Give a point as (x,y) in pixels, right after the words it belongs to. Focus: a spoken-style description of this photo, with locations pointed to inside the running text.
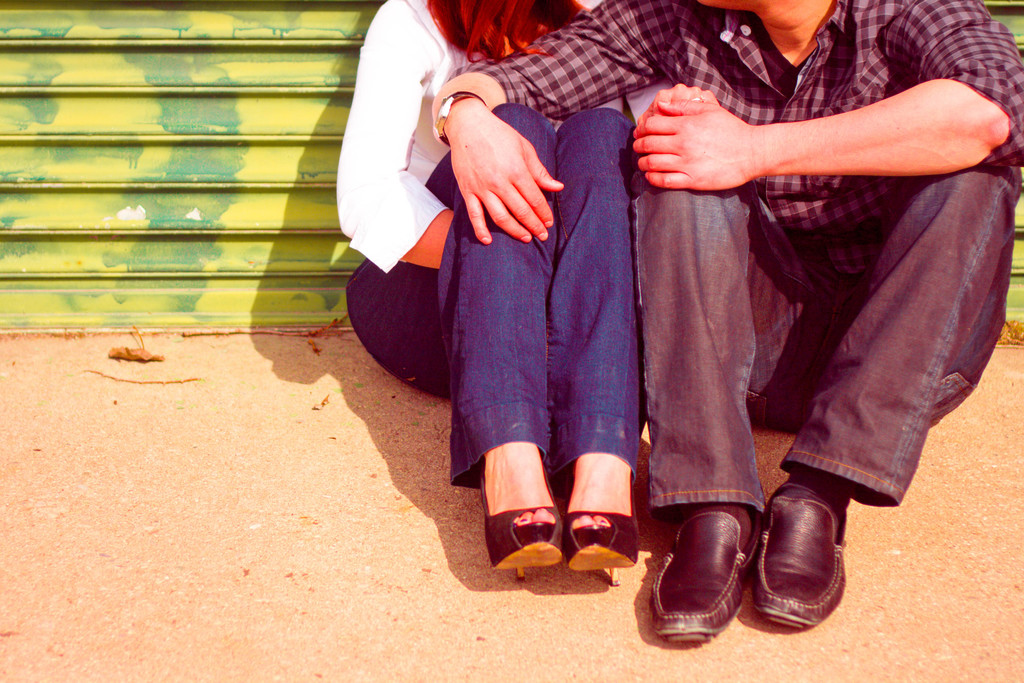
This is the picture of a lady (558,284) and a guy (492,196) who are sitting in front of the shutter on the floor (100,393).
